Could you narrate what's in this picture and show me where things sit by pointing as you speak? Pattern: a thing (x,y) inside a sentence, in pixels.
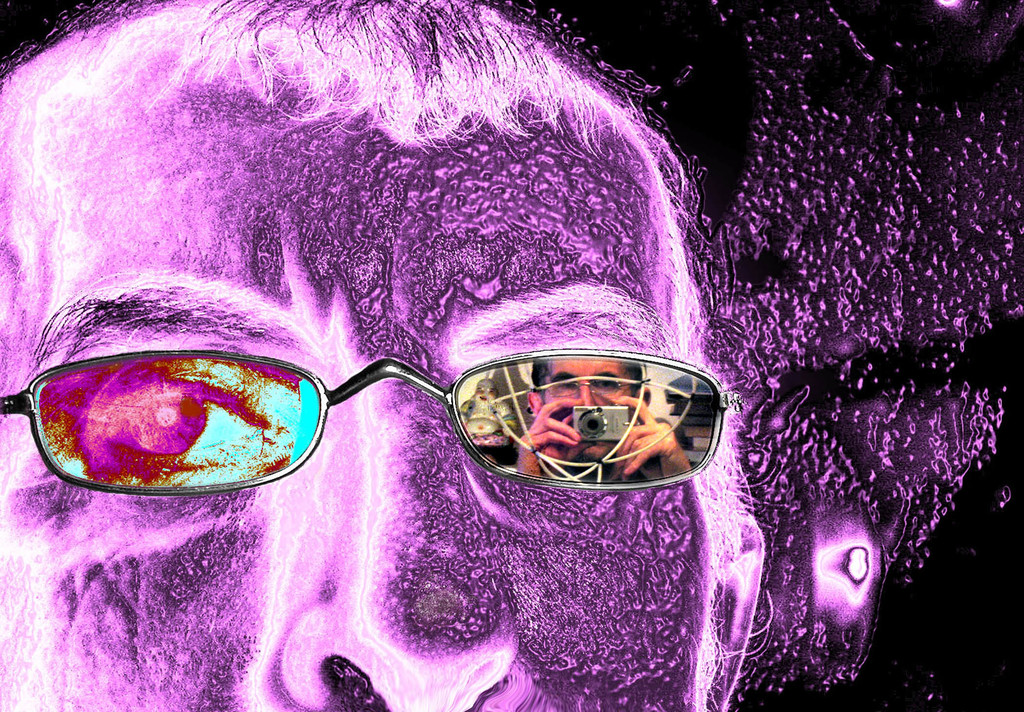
This is a animated picture and here we can see spectacles (567,447). On this glass (596,445) we can see the reflection (655,405) of a person (642,463) holding a camera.
